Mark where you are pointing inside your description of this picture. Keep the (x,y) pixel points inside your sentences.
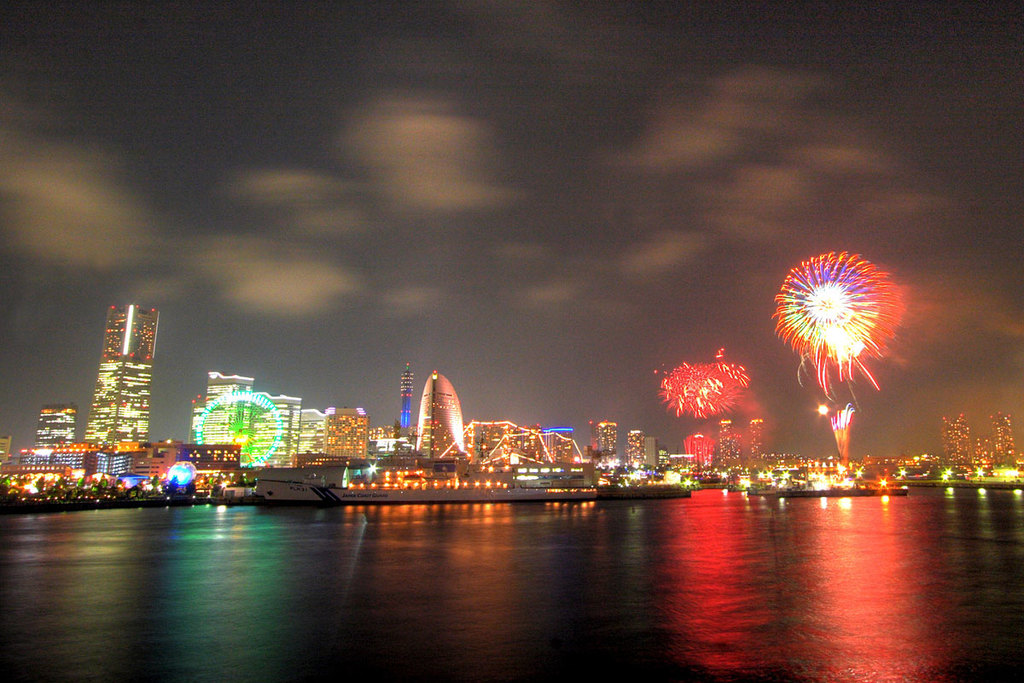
In this image I can see water (653,523) in the front (752,612) and on it I can see few boats (383,503). In the background (53,478) I can see number of lights (24,487), number of buildings (455,405), few fireworks (833,275) in the air (720,306), clouds (472,197) and the sky (602,269).
